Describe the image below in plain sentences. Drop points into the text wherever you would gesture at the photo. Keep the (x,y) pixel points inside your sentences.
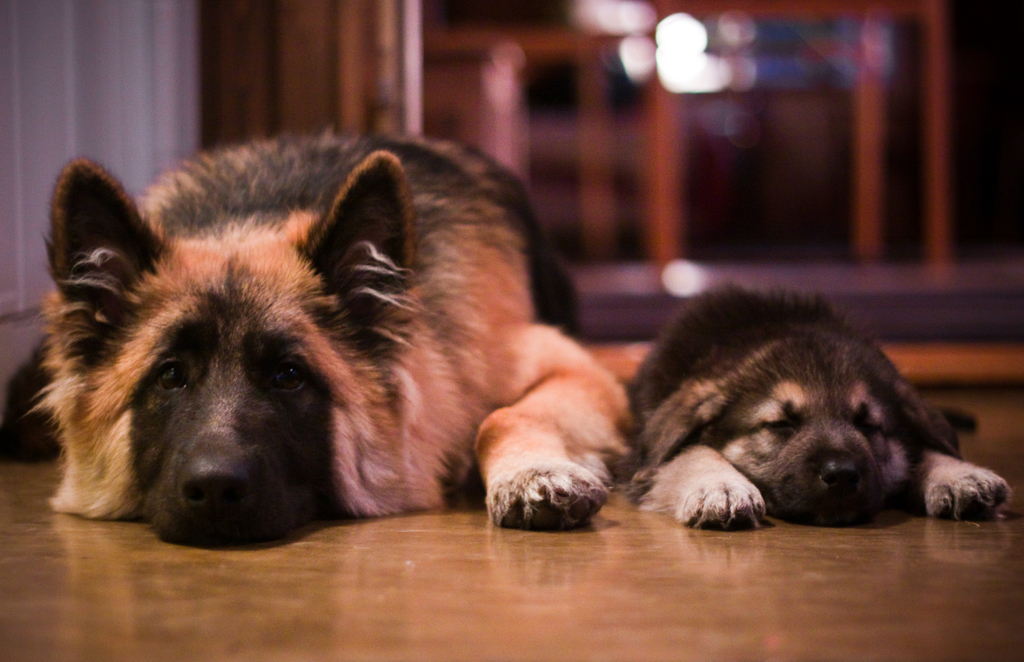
In this image, we can see dogs (532,384) on the floor (605,523). In the background (662,131), image is blurred.
